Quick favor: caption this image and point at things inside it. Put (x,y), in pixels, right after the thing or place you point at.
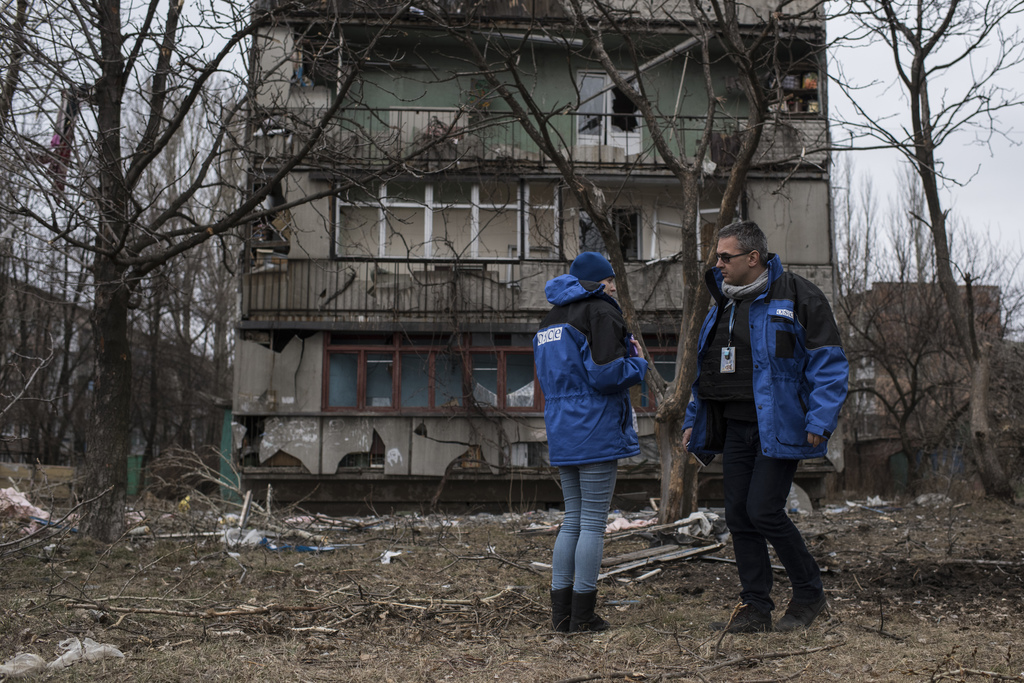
In this picture I can see a building (508,216) and few trees (31,354) and couple of them (599,391) standing and I can see a cloudy sky (943,156) and a man (719,355) wore a ID card (733,354) and I can see few sticks (329,599) and grass (284,575) on the ground (205,598).
